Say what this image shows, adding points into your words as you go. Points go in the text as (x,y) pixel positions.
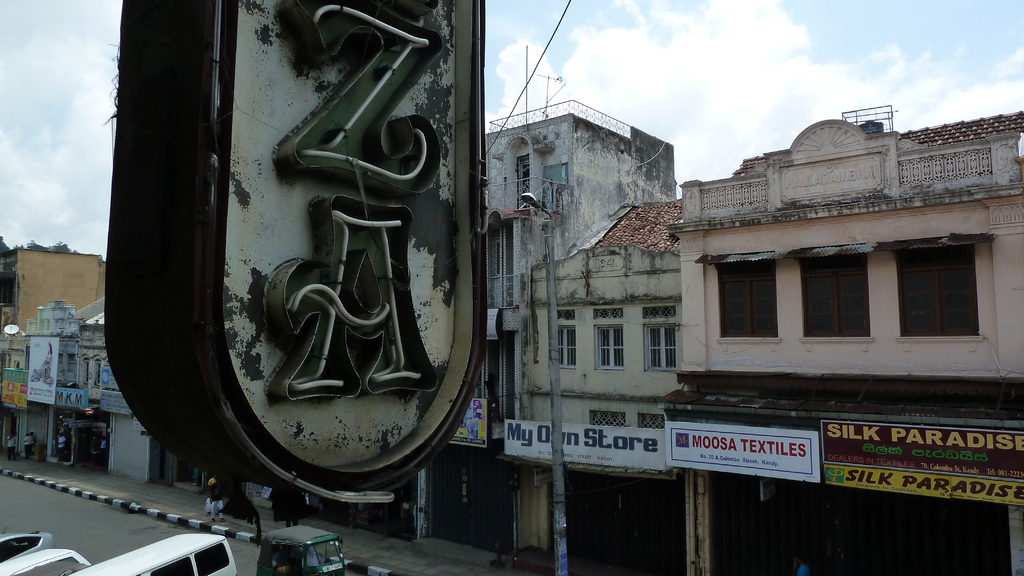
In the foreground of the picture (294,190) there is a board (279,263). At the bottom (101,555) there are vehicles (203,556), road (108,538), footpath (487,573), street light (560,574) and people (209,494) walking on the footpath (195,503). In the center of the picture (656,321) there are buildings (756,368), boards (105,381) and trees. At the top (589,28) it is sky (75,49), sky (634,51) is cloudy.
